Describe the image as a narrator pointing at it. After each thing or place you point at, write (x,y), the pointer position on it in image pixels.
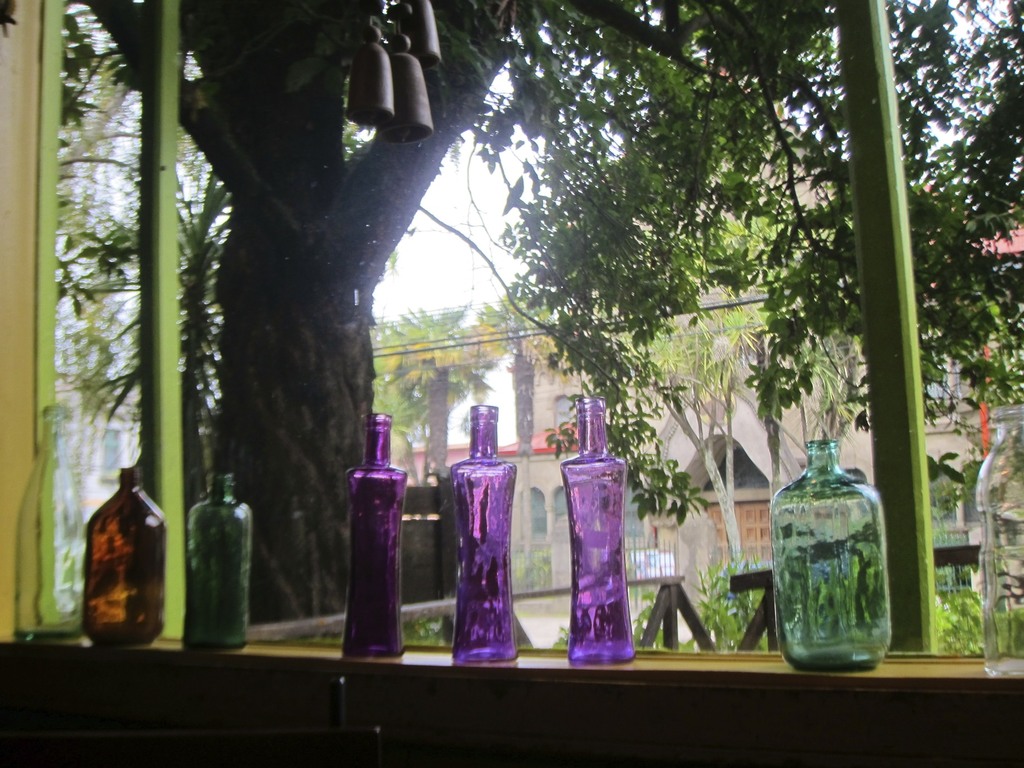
Here are one two three four five six seven eight bottles (612,576) which are made up of glass (876,542) and all are placed on a table (633,671). Behind that, we see benches (745,589) in the garden (642,610) and we find trees (286,170). On background (537,428) we see a house (738,422) with red color, we even see wires (509,332) and sky (443,230).
